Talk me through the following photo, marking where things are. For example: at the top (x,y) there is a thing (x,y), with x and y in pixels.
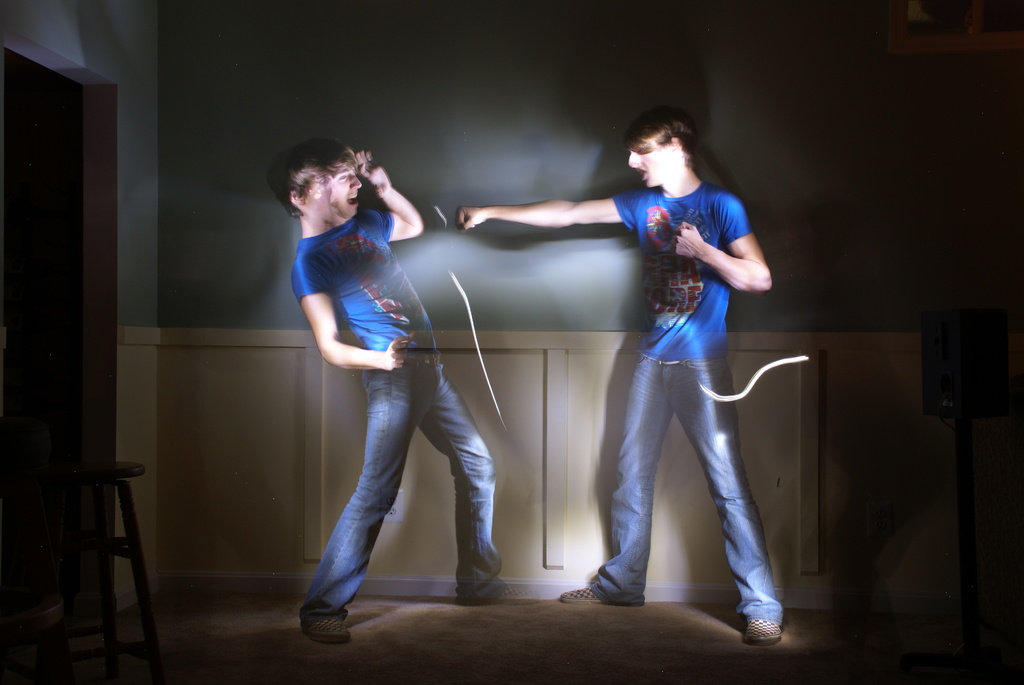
This is a long exposure picture we can see there are two people (674,381) standing and on the left side of the people (652,419) there is a stool (121,494). Behind the people (374,324) there is a wall (479,147).
